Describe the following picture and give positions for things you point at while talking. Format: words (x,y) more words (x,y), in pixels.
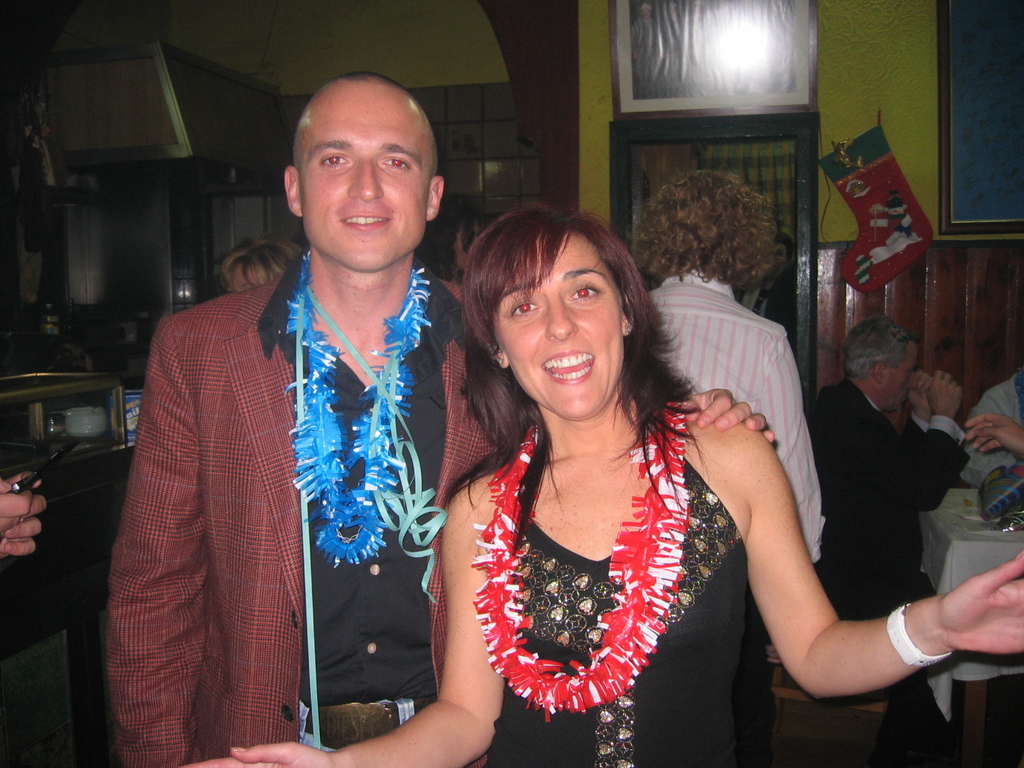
In this image I can see number of people (485,496) and in the front (394,474) I can see two colourful things (371,457) around two people's necks (331,308). On the left side of this image (30,493) I can see one person (21,517) is holding a phone (51,457) and on the right side of this image (969,525) I can see a table (965,747) and on it I can see a white colour table cloth (944,549) and few other stuffs (989,479). In the background (670,76) I can see a frame (714,77) and a red colour thing (844,183) on the wall (898,125).
